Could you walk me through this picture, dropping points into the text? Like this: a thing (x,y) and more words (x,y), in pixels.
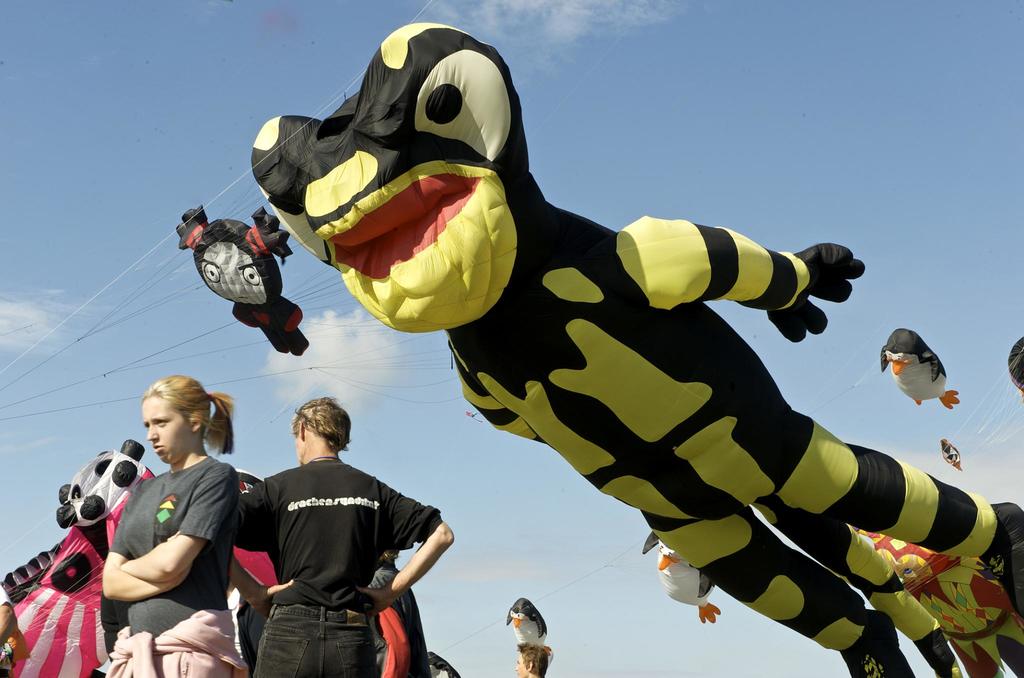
In the center of the image (569,276) we can see air balloons (581,419). At the bottom of the image (181,492) we can see persons (204,471). In the background (115,182) we can see air balloons (917,353), sky (848,146) and clouds (492,10).
